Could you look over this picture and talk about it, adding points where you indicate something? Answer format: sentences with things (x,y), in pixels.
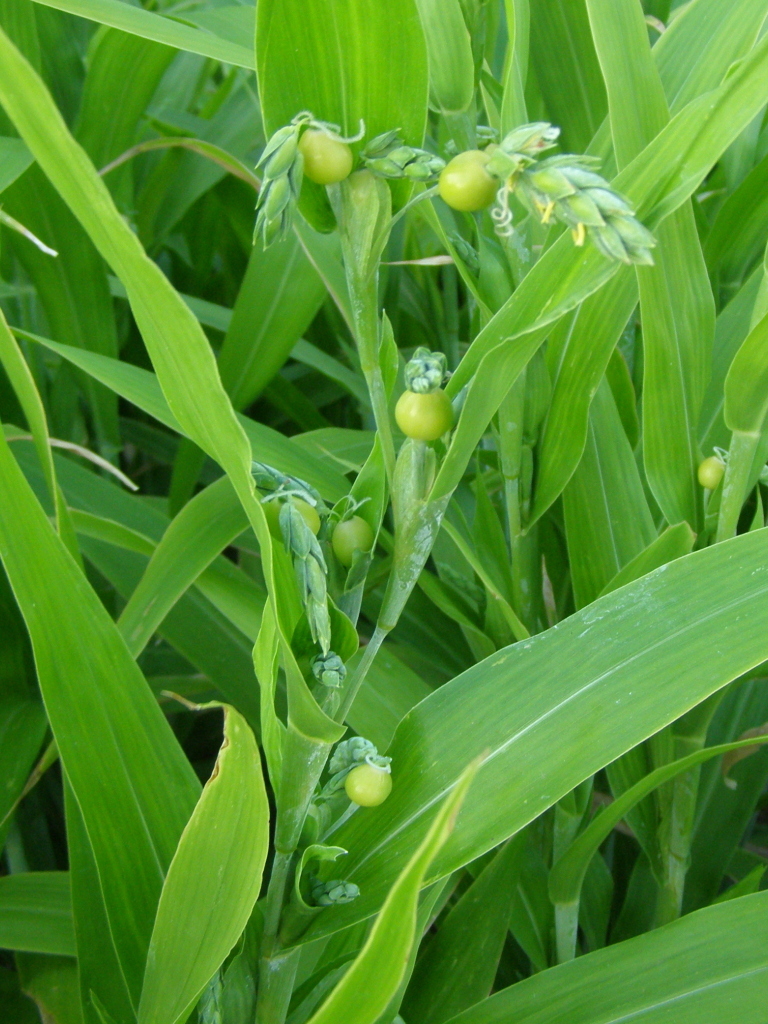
In this image there are a few plants (317,552) with green leaves (83,930).
